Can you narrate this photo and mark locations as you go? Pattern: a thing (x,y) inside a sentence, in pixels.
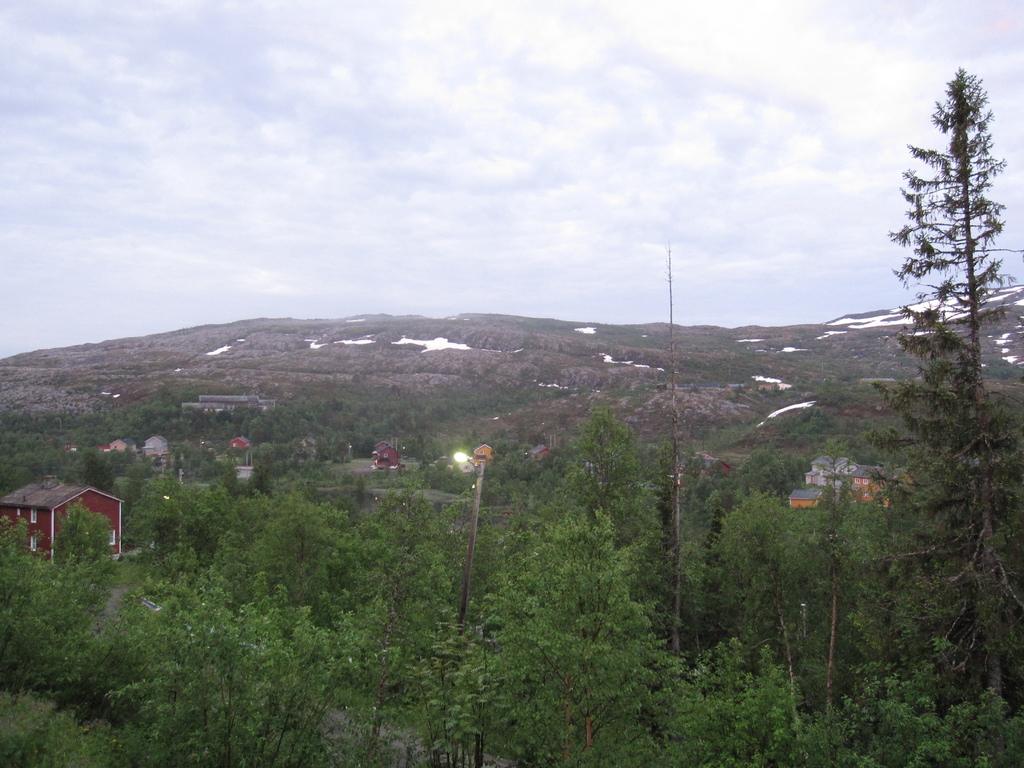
This image is taken outdoors. At the top of the image (118,208) there is the sky (456,182) with clouds (660,159). In the background (150,339) there is a hill (534,353) and it is covered with a little snow (416,340). In the middle of the image (407,395) there are many trees (328,644) and plants (902,499) with stems (964,189), branches (440,574) and green leaves (377,634). There is a pole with a street light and there are a few houses (40,502) on the ground (757,444).
